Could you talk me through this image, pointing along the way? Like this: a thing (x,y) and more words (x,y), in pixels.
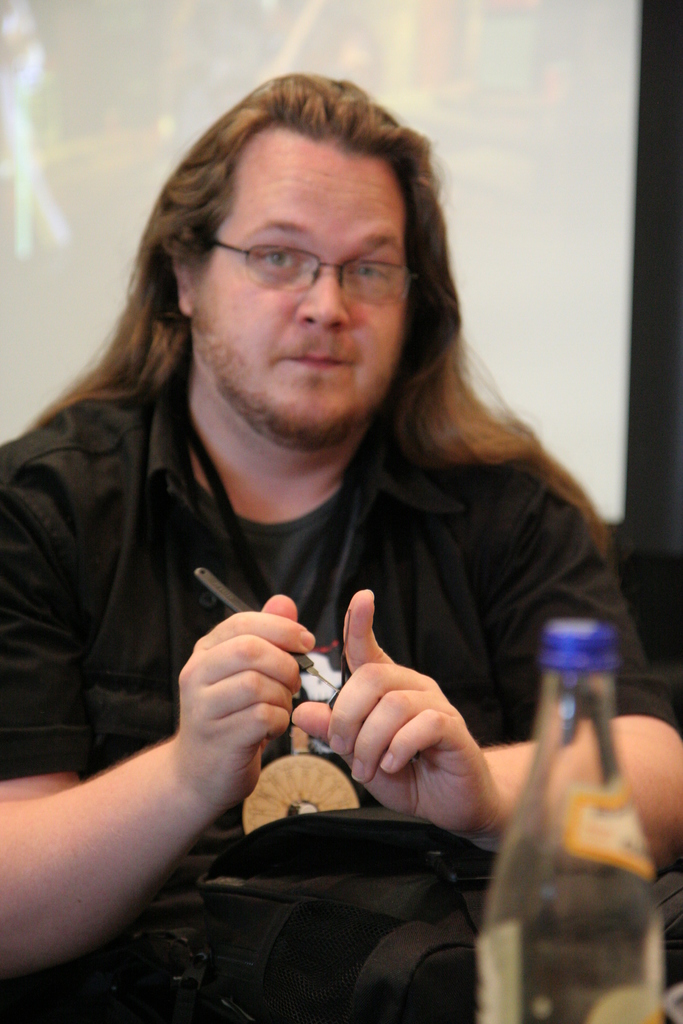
In this image I see a man (6,860) who is wearing a black shirt (639,695) and he is holding a thing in his hands (194,733), I can also see a bag (402,968) over here and I see a bottle (545,638).
